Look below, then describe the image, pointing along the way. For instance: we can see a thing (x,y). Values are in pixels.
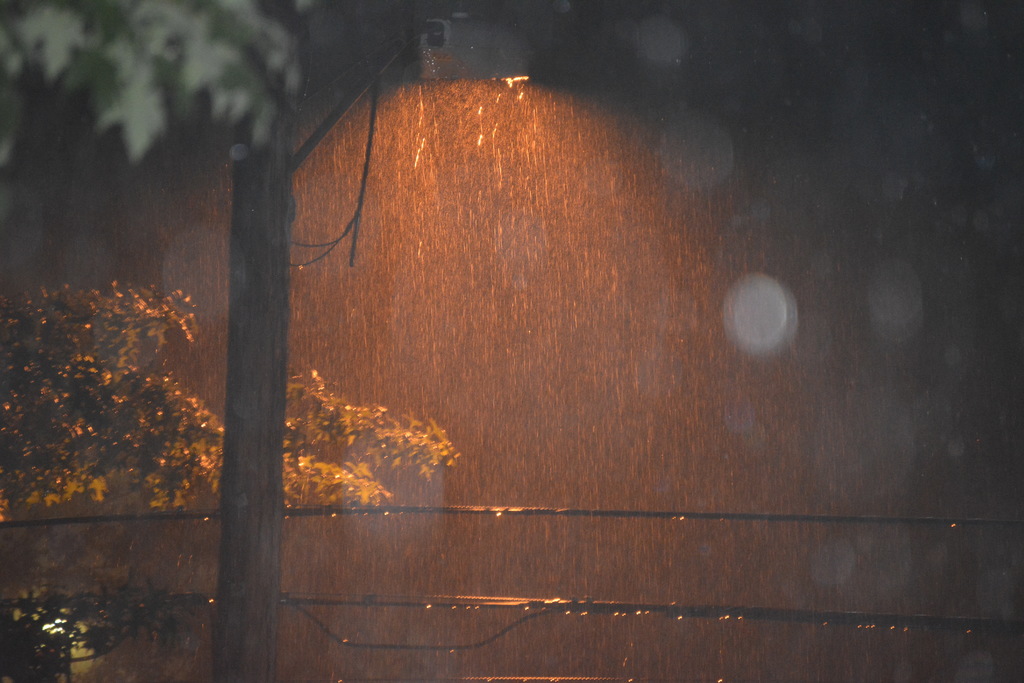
In this image I can see trees (90,325), wires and it is raining.
